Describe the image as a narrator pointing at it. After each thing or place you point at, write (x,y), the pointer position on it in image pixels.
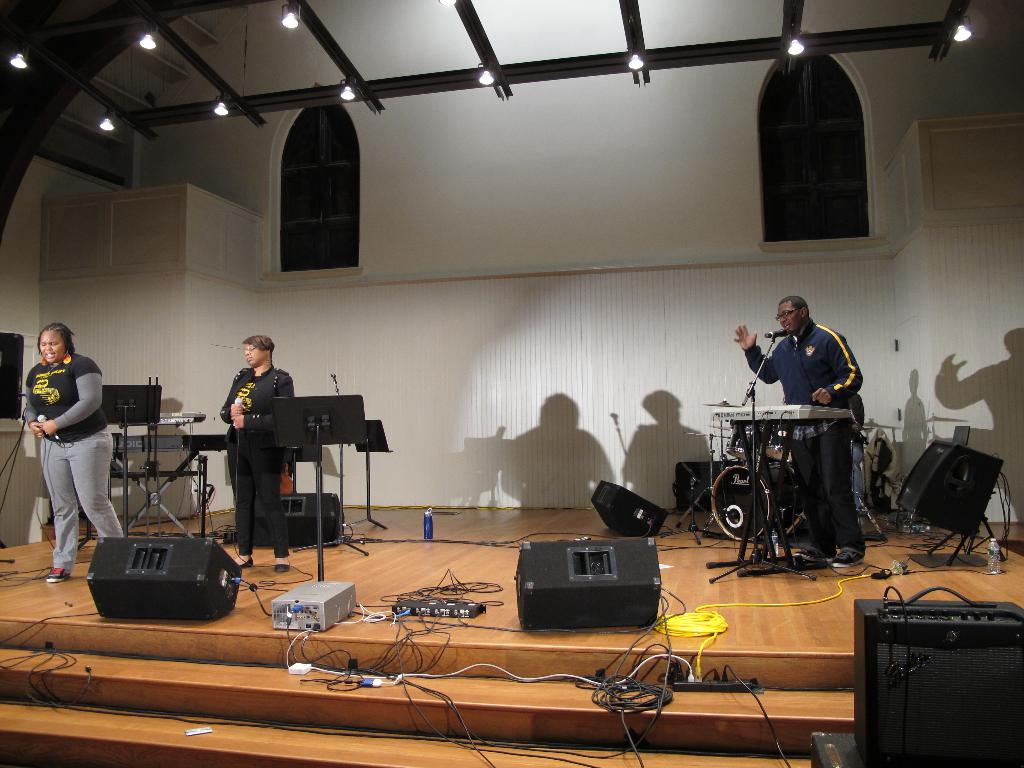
In this image three persons (801,354) are standing on the stage (418,572) having few objects (434,587) on it. Right side (805,386) a person (835,360) is standing behind the piano (756,418). Before the piano (839,411) there is a mike stand (754,445). Left side (52,429) two persons (50,403) are standing on the stage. They are holding mics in their hands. Behind them there are few stands (334,441) having boards (305,443). Top of the image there are few lights (443,2) attached to the roof (118,85). Bottom of the image (496,721) there are stairs (398,757). Background (338,221) there is a wall (471,219) having windows (333,190).
